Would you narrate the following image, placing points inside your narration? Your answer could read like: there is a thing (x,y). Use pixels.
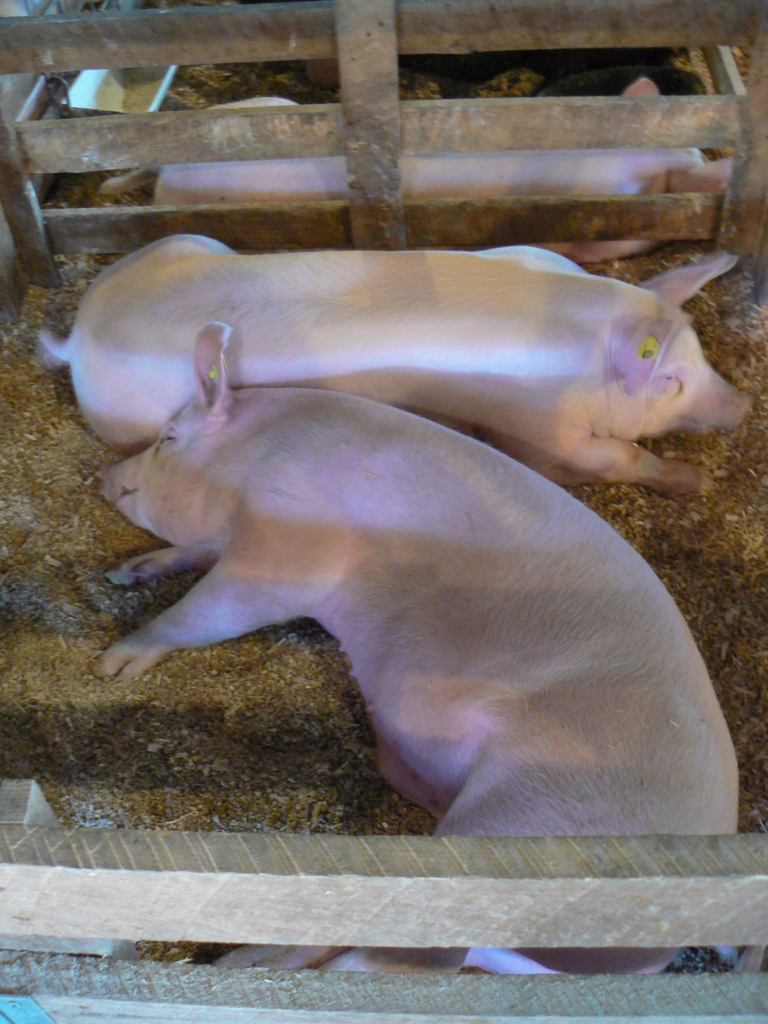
In this image in the center (444,390) there are animals (457,431) on the ground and in the front (399,895) there is a wooden fence (481,917). In the background (385,57) there is a fence (324,139) that behind the fence (423,129) there's an animal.
